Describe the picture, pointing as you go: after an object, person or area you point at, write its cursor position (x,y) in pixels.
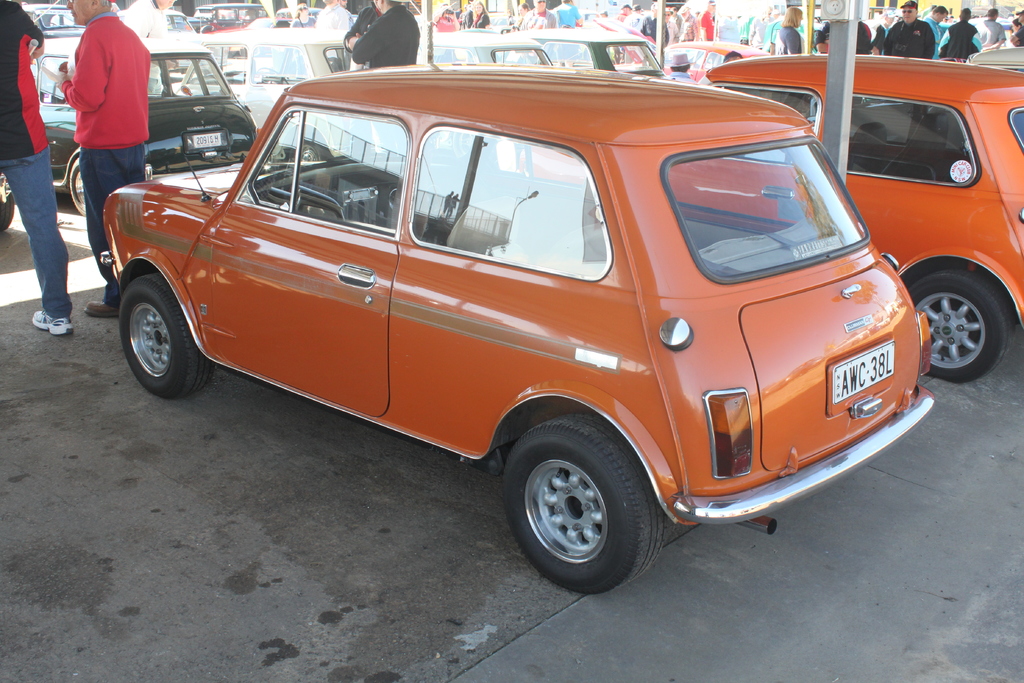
In the foreground of this image (356,282), there are cars (476,207) on the road (293,529). We can also see few poles (428,10) and people (919,31) around the cars (541,57).
